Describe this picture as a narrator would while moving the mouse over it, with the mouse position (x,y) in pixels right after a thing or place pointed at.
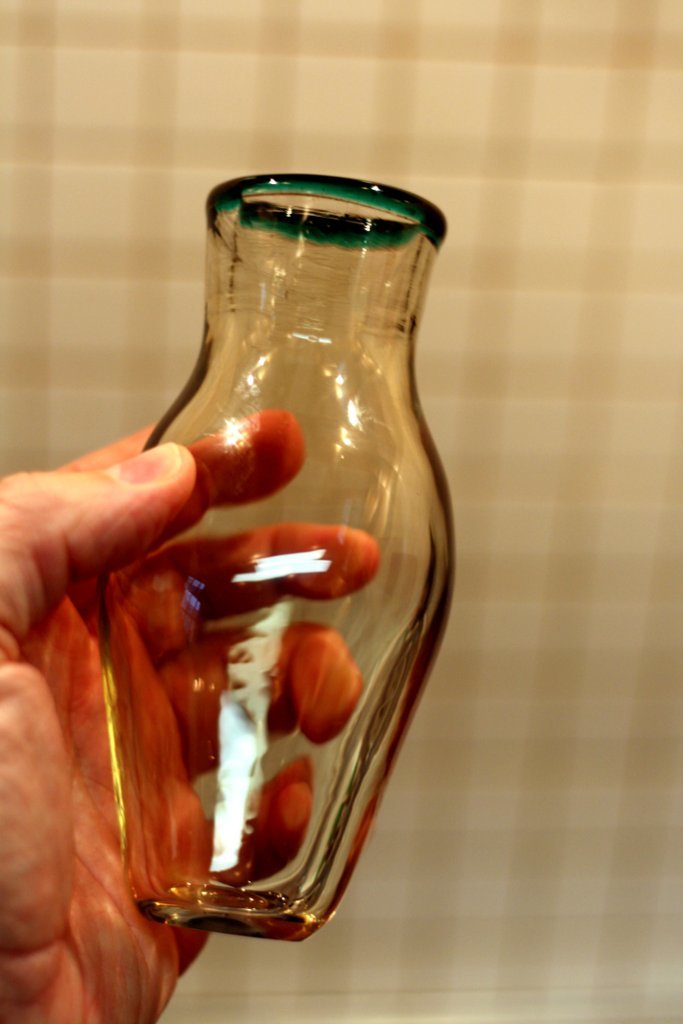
There is a person (41,532) holding a glass jar (325,441). In the background (325,15), there is a wall (578,362).
